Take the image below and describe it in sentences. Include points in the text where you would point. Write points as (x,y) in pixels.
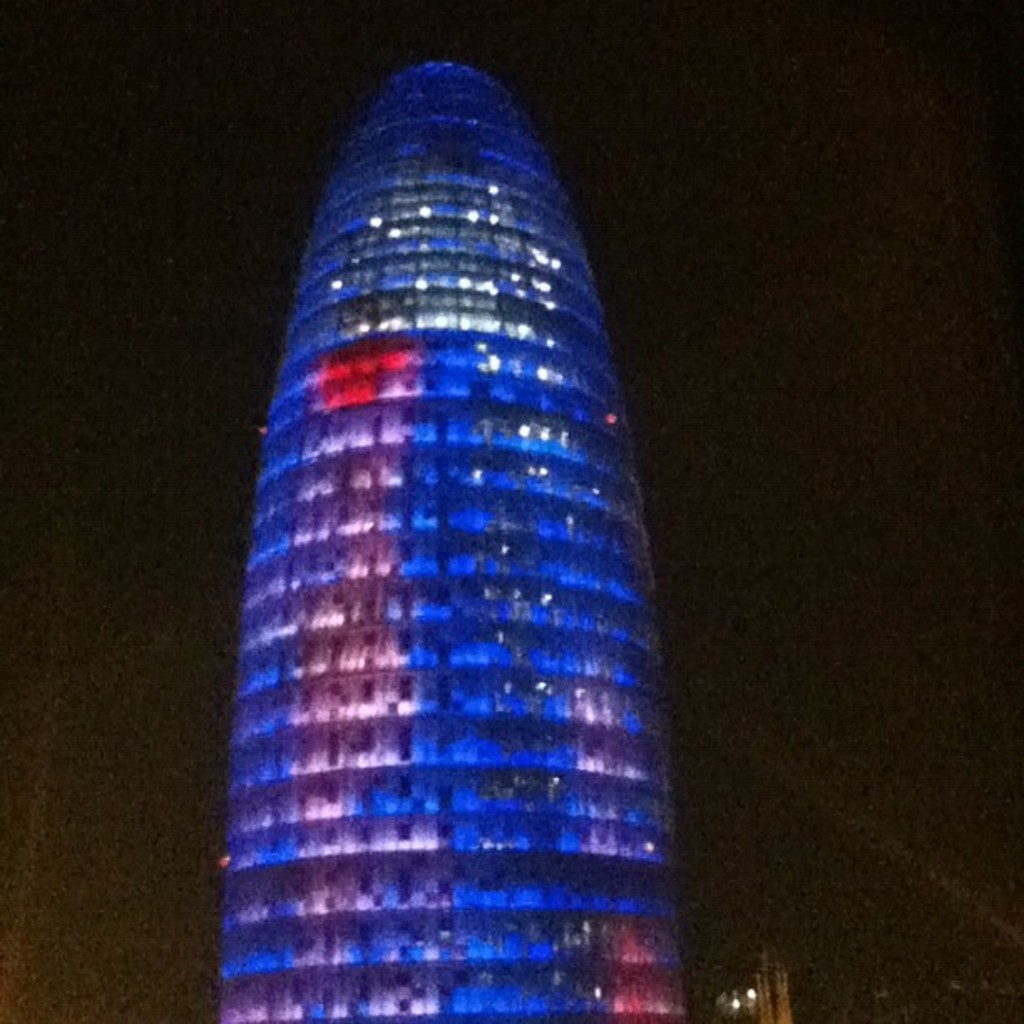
In this image there is a building (512,760).
